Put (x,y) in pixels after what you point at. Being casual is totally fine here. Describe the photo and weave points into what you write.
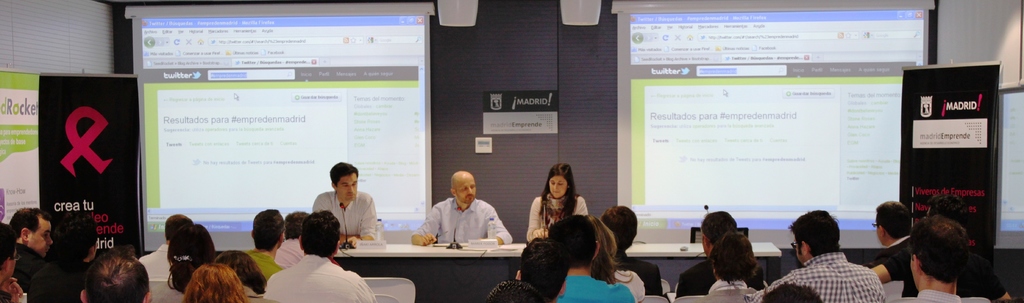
In this image we can see some group of persons (963,277) sitting on chairs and in the background of the image (471,218) there are three persons (454,223) sitting on chairs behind table (447,260) on which there are some microphones (348,249), name boards (486,246), bottles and we can see projector screens (403,96), boards (58,187).
